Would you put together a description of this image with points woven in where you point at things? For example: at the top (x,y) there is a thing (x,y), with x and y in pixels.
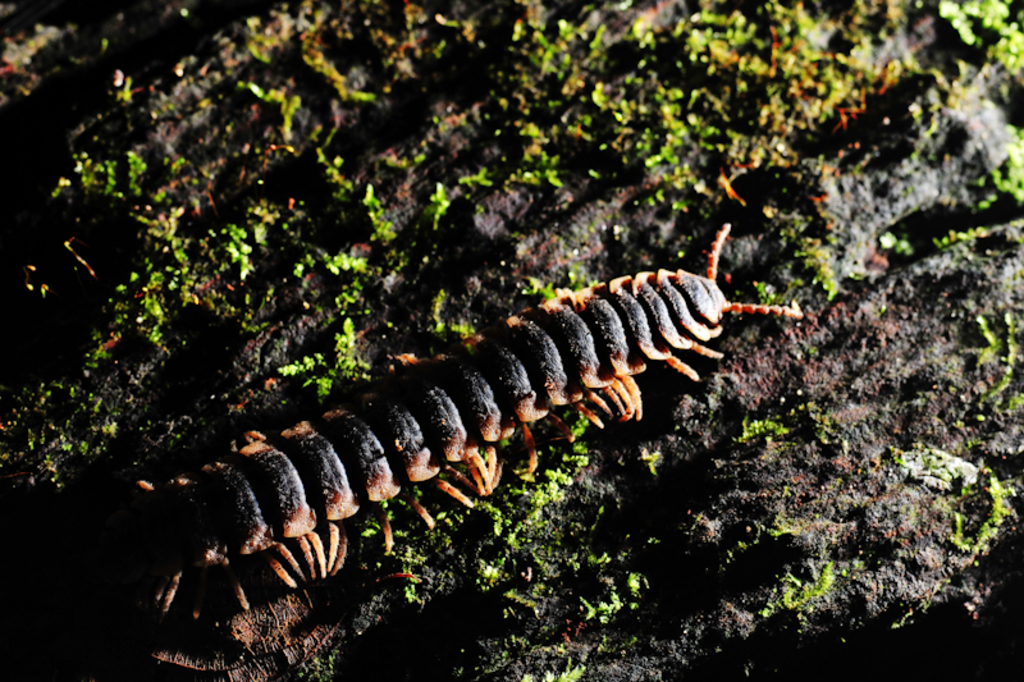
This looks like a millipede (300,442). I think this is a rock (788,320) with an algae (487,183).
